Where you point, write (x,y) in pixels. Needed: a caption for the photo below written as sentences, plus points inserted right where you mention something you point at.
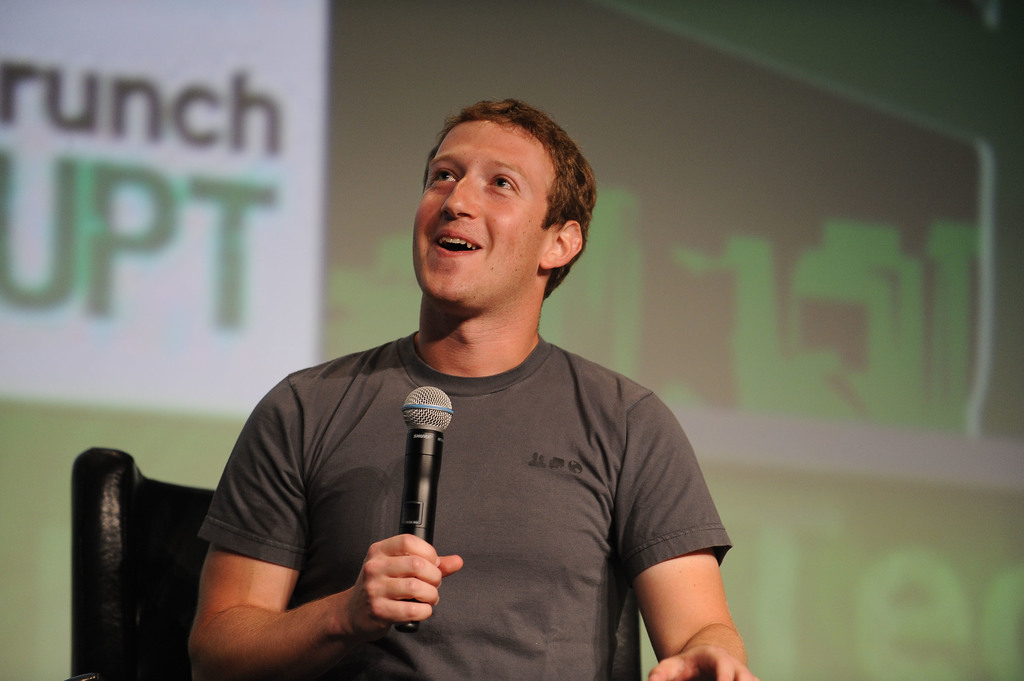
In this picture there is a person (239,598) who is sitting at the center of the image (419,441) by holding a mic (417,428) in his hand (434,584).
